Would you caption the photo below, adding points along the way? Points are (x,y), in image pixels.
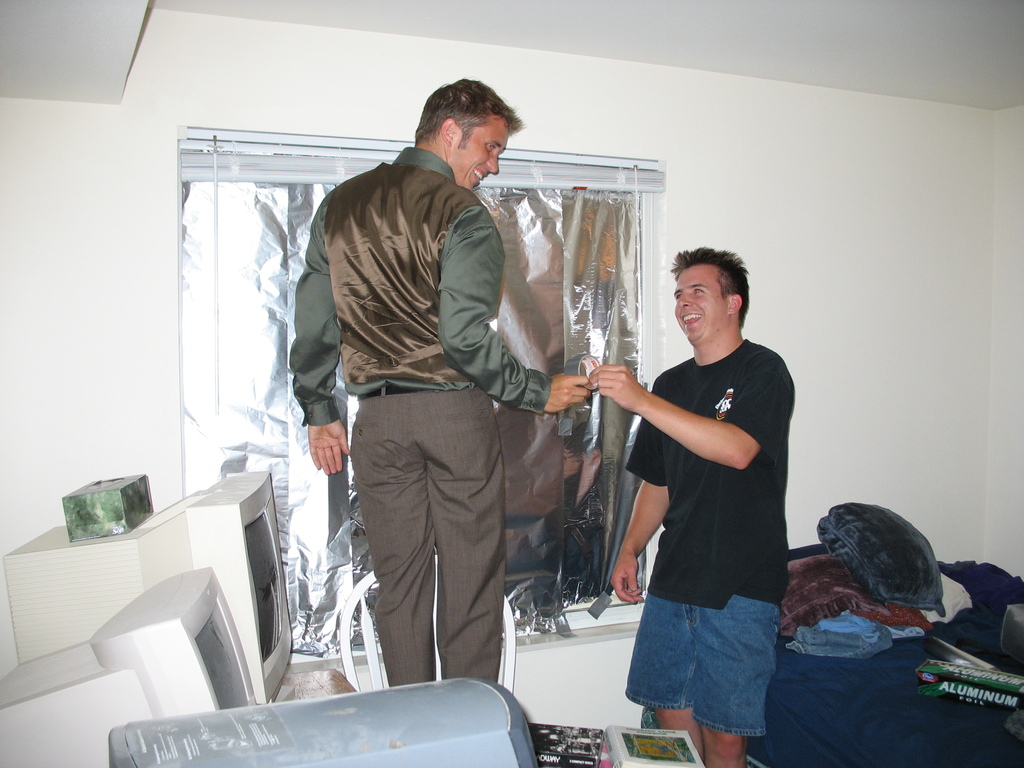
In this image, there are two persons (507,382) standing and smiling. At the bottom right side of the image (886,642), I can see the cushions (900,573) and few other objects (944,667) on a bed (907,661). At the bottom left side of the image (212,670), there are two computer monitors (202,667) and an object (500,741) on a table (304,688). At the bottom of the image (626,759), there are books (571,742). In the background (281,424), I can see a window (222,175) covered with a silver sheet (241,254).
